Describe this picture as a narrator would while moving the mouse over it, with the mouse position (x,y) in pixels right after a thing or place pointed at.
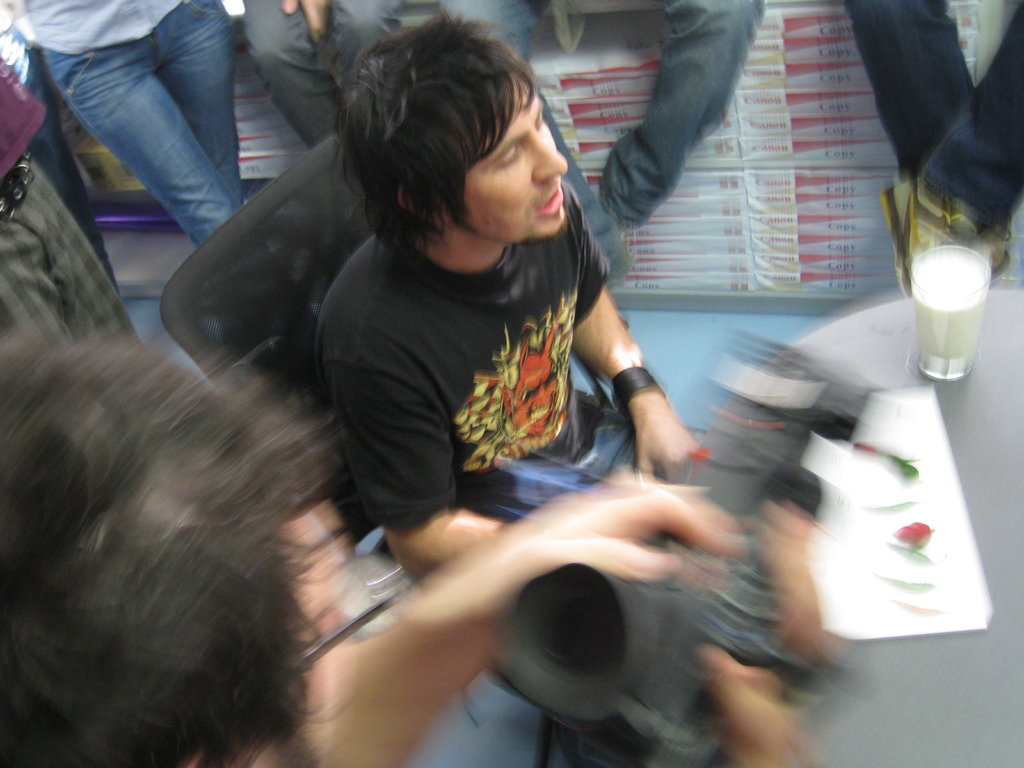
The picture is taken inside a room (872,265). On the right side (883,729) there is a table (1018,724), on the table (973,669) there is a glass (959,327) and a paper (893,515). In the center of the picture (472,381) there is a man (460,425) sitting in a chair (248,319). At the top (928,30) there are people (278,21) sitting on tables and some packets (758,217). On the left (8,101) there are few people (45,267) standing. In the foreground of the picture (495,604) it is blurred.
